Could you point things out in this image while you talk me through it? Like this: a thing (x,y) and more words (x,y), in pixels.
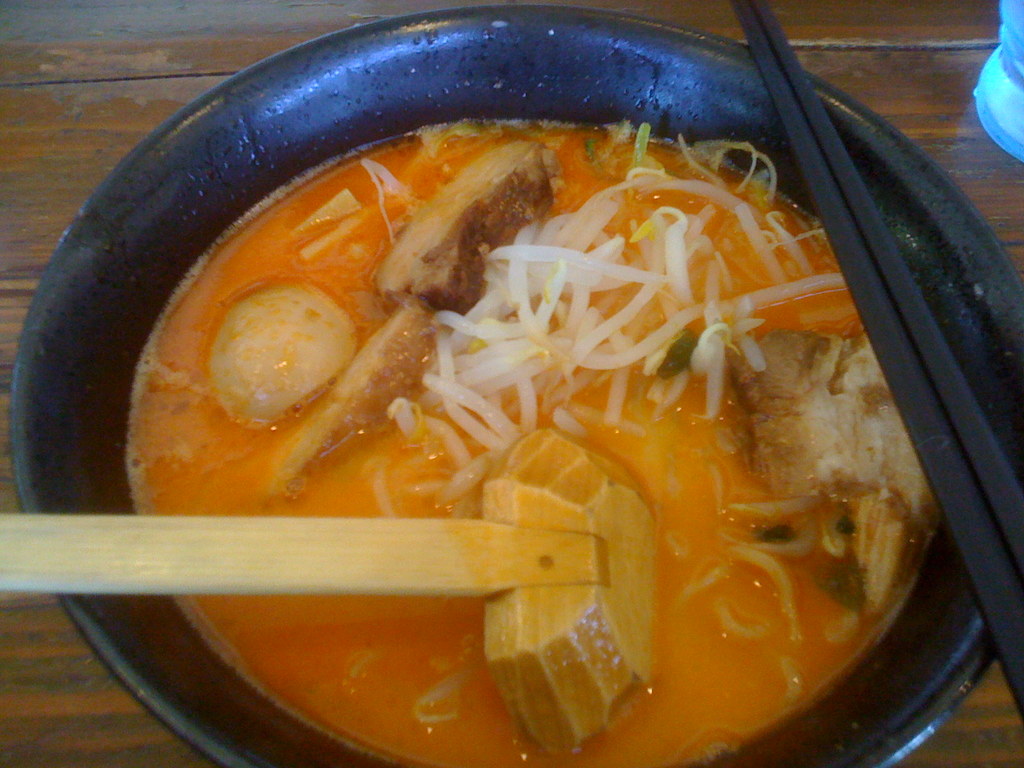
In this image in the center (369,448) there is one bowl (81,472), and in the bowl (302,115) there is soup (378,432) and also there is a spatula (531,530) and chopsticks (917,307). At the bottom (1006,691) there is a wooden table (968,20), and on the right side (991,86) there is some object (1005,81).
